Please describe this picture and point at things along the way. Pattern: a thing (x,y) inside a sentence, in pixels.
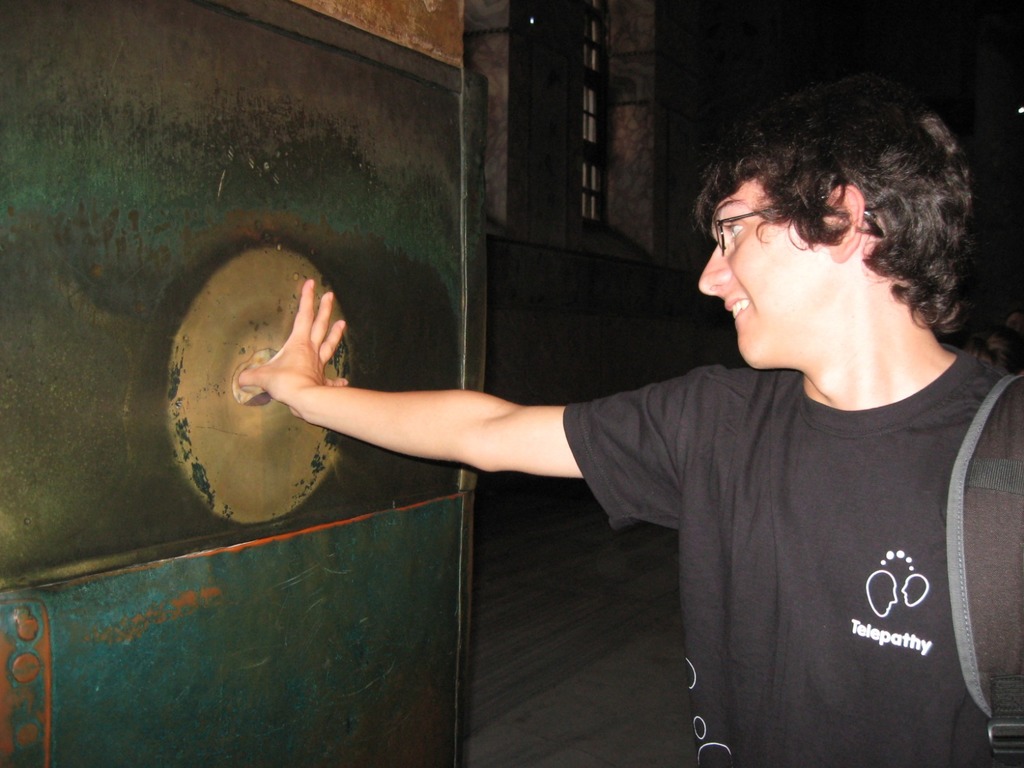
In this image, we can see a person (807,388) wearing glasses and a bag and placing his hand (300,398) on the door (233,392). In the background (548,152), there is a window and we can see a wall (642,151). At the bottom (591,687), there is floor (587,685).
